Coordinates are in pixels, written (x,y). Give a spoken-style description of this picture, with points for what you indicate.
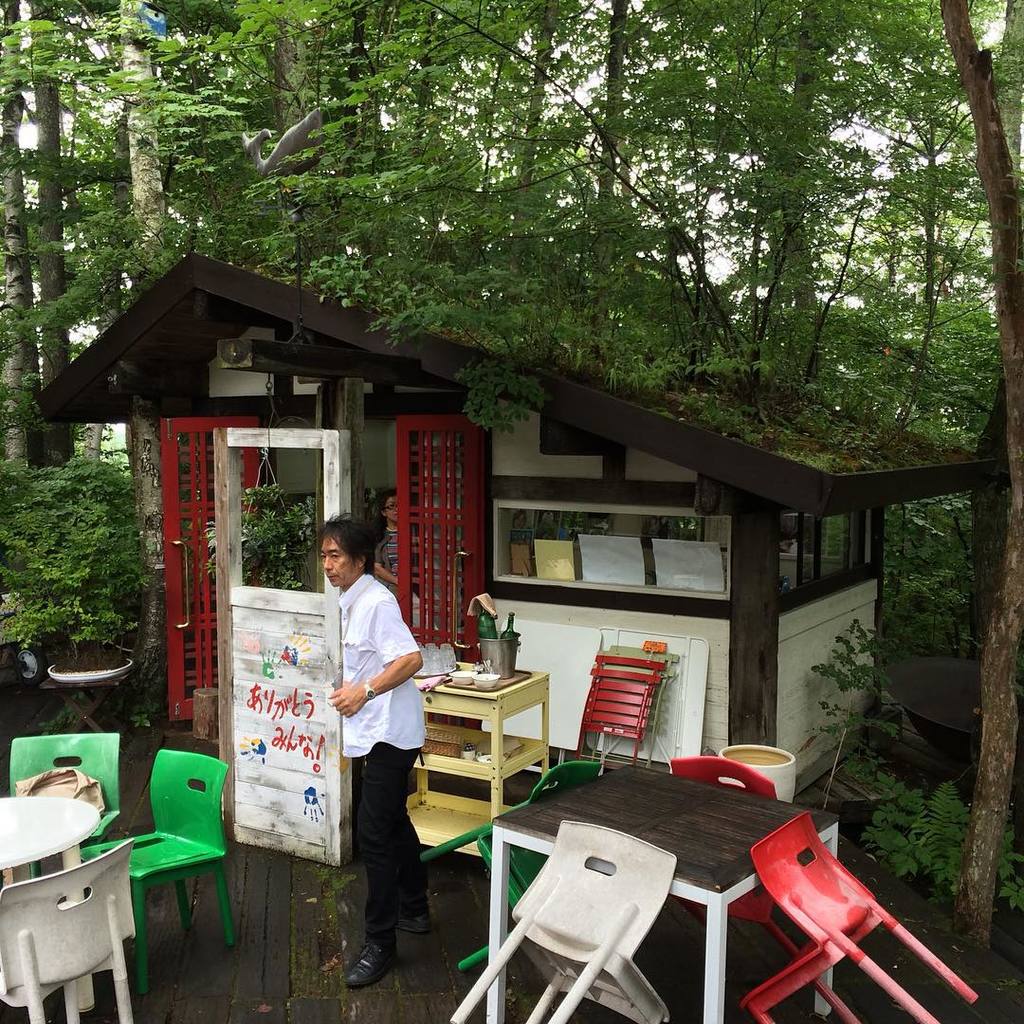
This image consists of trees (395,169) at the top (483,271). There is some store (234,309) in the middle (400,428). There is a person (376,934) standing in the middle (365,520). There are tables (86,804) and chairs (627,874) at the bottom (57,844).
